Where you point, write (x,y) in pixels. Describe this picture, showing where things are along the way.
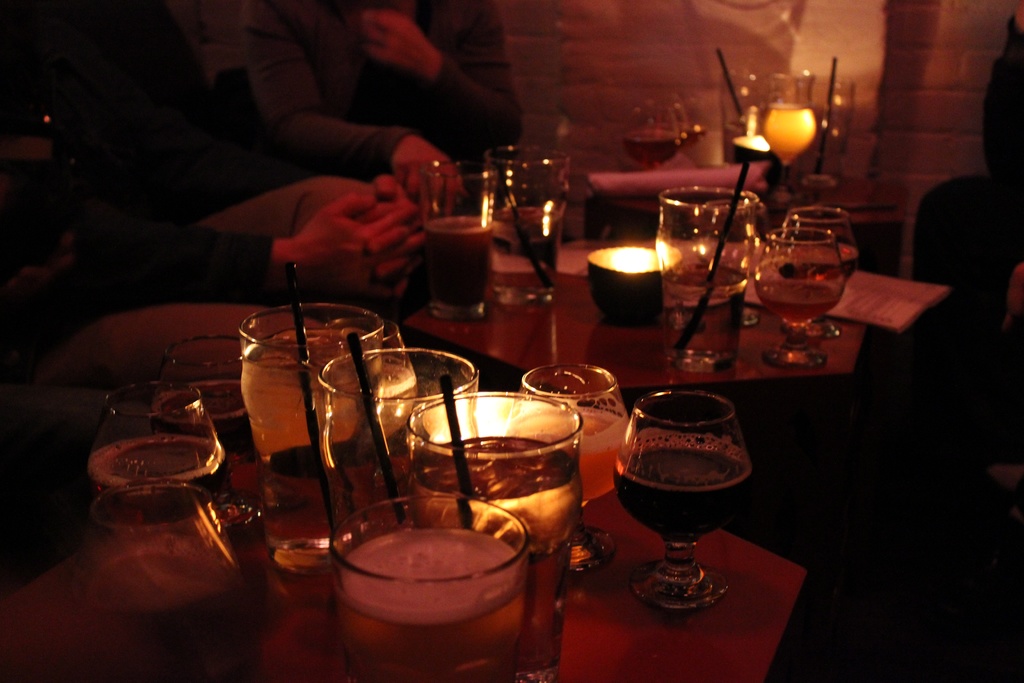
In this image I can see people (229,268) sitting in front of the table (759,373). On the table (771,365) there are glasses (690,406).
